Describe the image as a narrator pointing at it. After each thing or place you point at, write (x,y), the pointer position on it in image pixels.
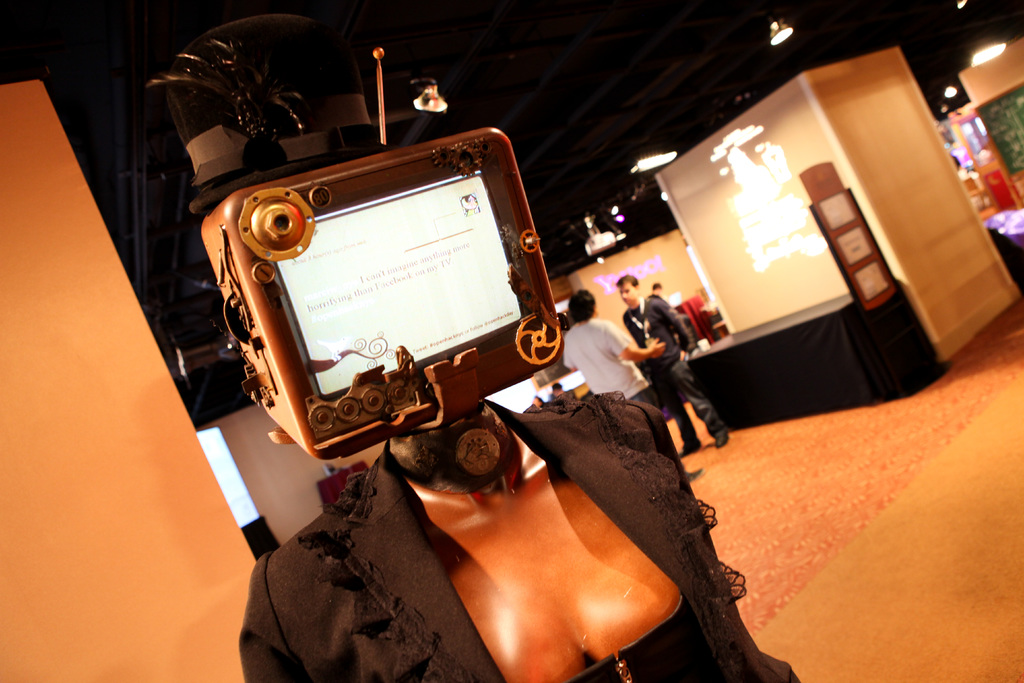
In this image we can see a mannequin (388,604) with a black color blazer (376,604) and the LED display board (351,339). The background of the image (815,249) is slightly blurred, where we can see a few people (635,317) on the floor (891,444), boards (885,311), pillars (930,202), the wall (885,166) and the ceiling lights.
